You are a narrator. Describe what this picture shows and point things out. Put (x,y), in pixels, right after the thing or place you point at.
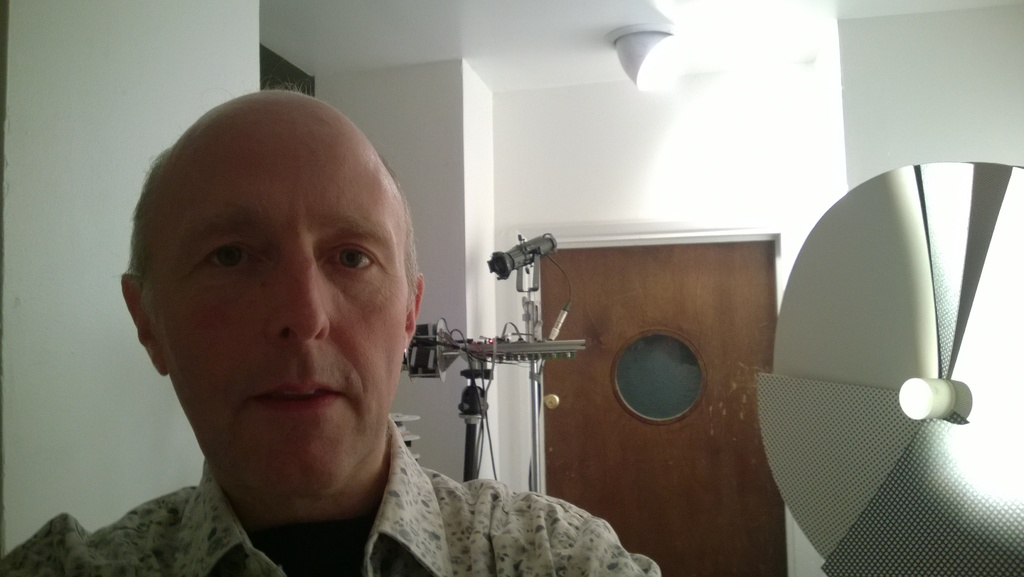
In this image I see a man (259,409) and I see an equipment (456,339) over here and I see the door (551,458) over here and I see the white wall (640,143) and I see the light (635,44) on the ceiling (478,50).
